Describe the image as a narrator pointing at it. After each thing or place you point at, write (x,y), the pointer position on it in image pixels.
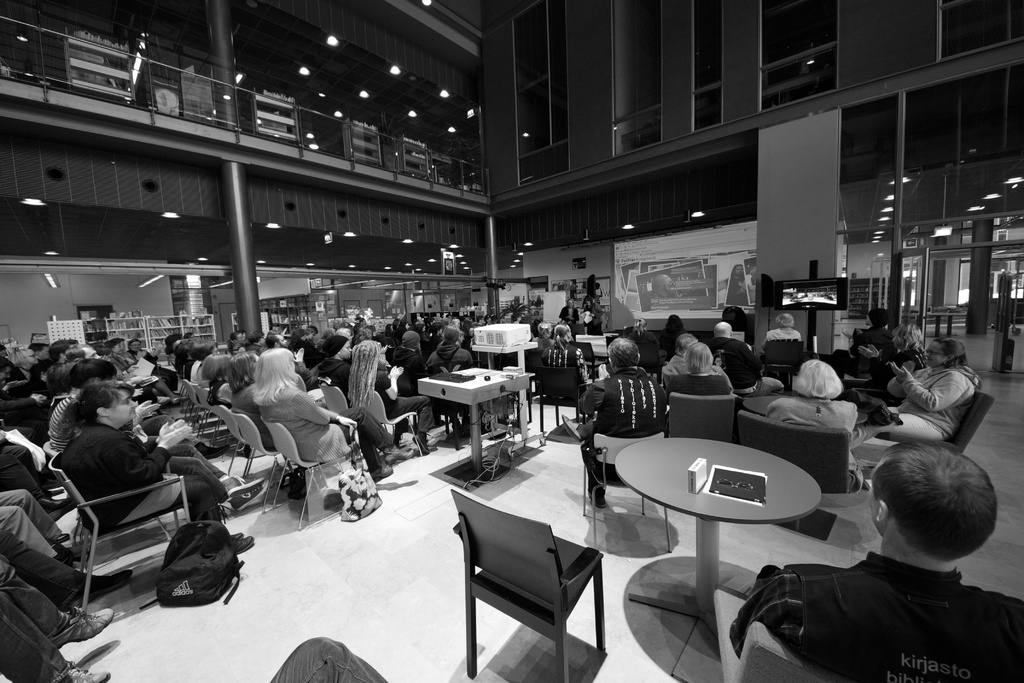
This picture is inside view of a room (519,320). We can see group of people (306,364) are sitting on a chair (577,370). And also we can see tables (638,470), chairs (487,543), bag (231,561), projector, screen (684,259), lights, wall (808,151), floor (325,589), roof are present.
